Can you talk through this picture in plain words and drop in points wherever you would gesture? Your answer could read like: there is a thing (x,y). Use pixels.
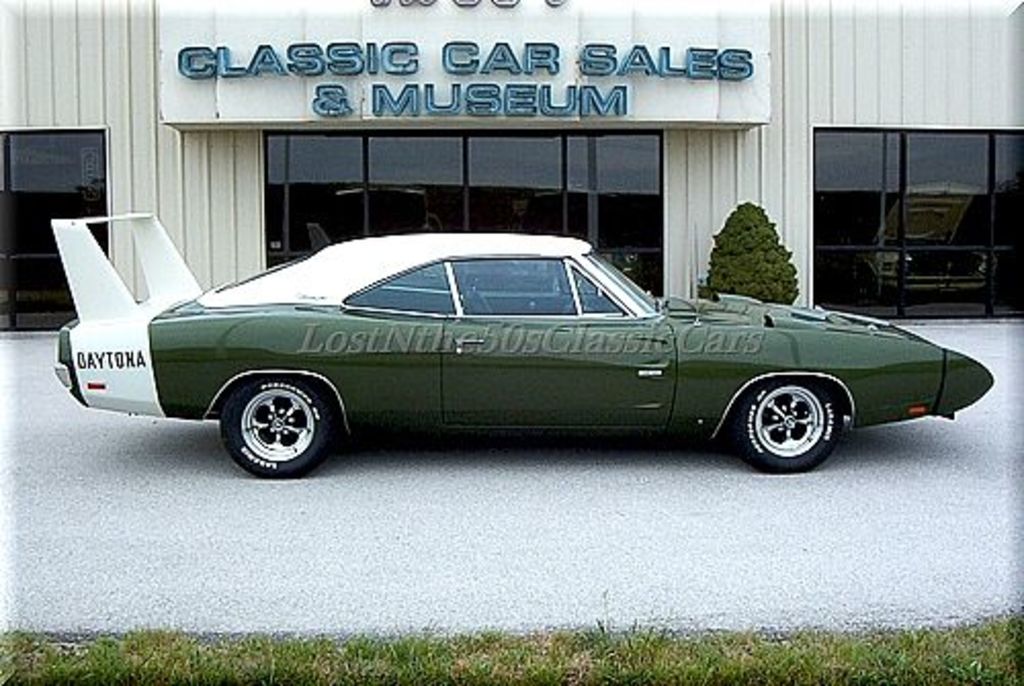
In this picture I can see there is a car (601,388) parked here and it is in green and white color, there is a building (323,104) in the backdrop (228,54) and there is a plant (730,260).
